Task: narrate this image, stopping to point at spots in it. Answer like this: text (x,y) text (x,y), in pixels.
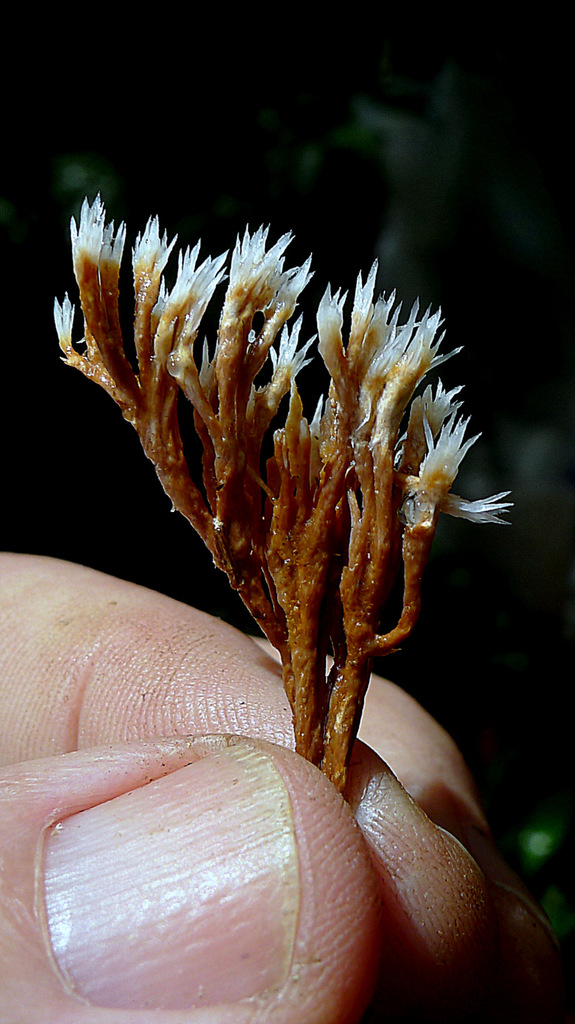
In this image we can see the fingers (195,777) of a person (248,782) and holding a fungus (233,375). The background (409,156) is dark.
